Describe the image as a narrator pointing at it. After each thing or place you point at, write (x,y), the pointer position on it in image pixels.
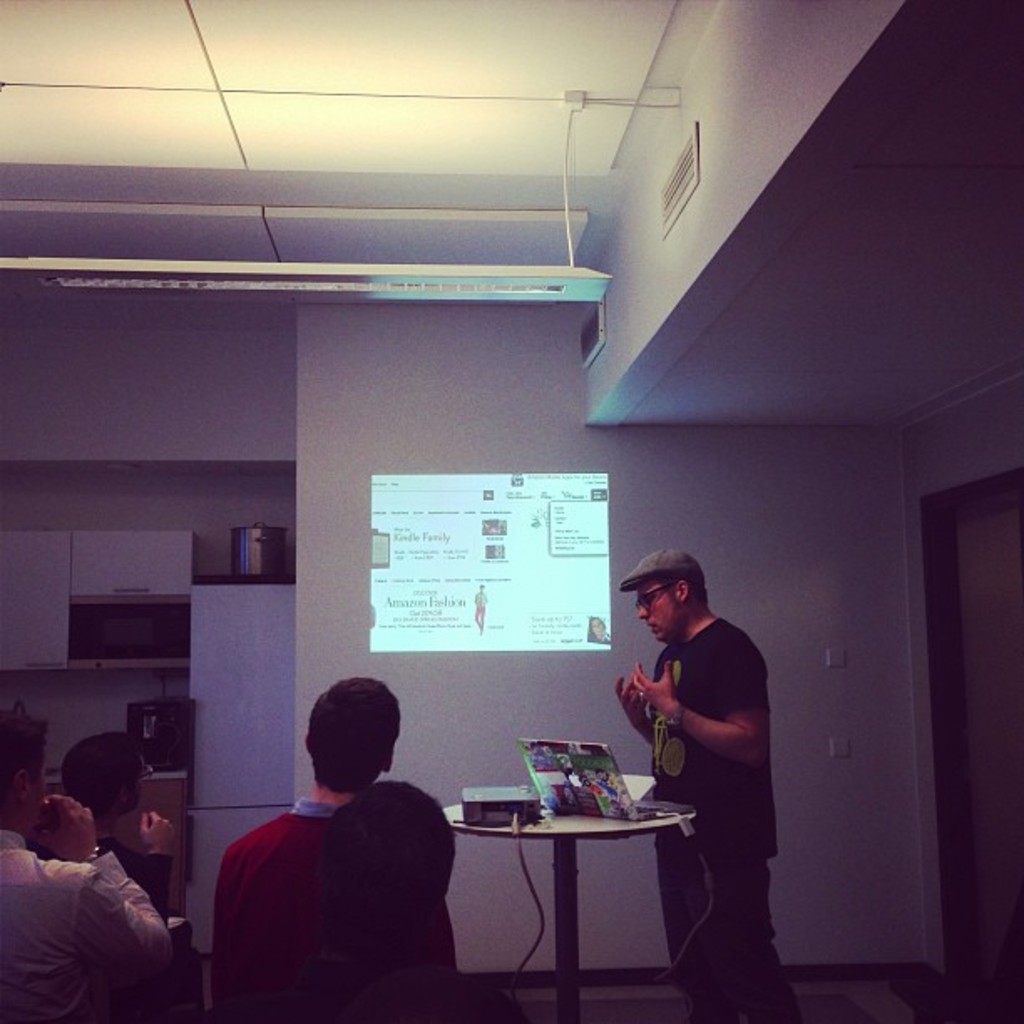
This picture shows an inner view of a room (105,214), there is one light (116,258) attached to the ceiling (96,202). There are five persons (313,906), four are sitting and one man (726,750) is standing beside the man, one wall (508,711) is there, some text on the wall (543,646). One laptop (591,760), one projector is on the table (564,836). Some objects (171,699) on the shelf (22,570).
